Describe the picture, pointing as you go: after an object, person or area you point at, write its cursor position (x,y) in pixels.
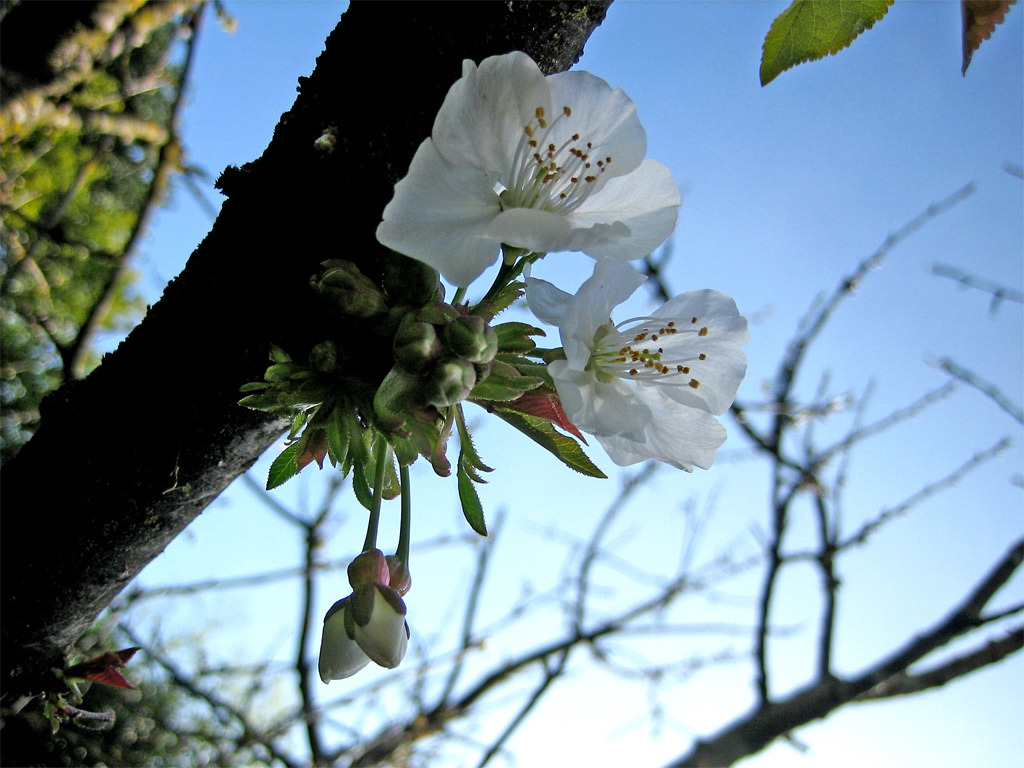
In this image, I can see flowers (621,438) and buds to a branch (246,296). In the background (129,124), there are trees (87,102) and the sky (764,201). In the top right corner of the image (793,29), I can see the leaves (851,30).
